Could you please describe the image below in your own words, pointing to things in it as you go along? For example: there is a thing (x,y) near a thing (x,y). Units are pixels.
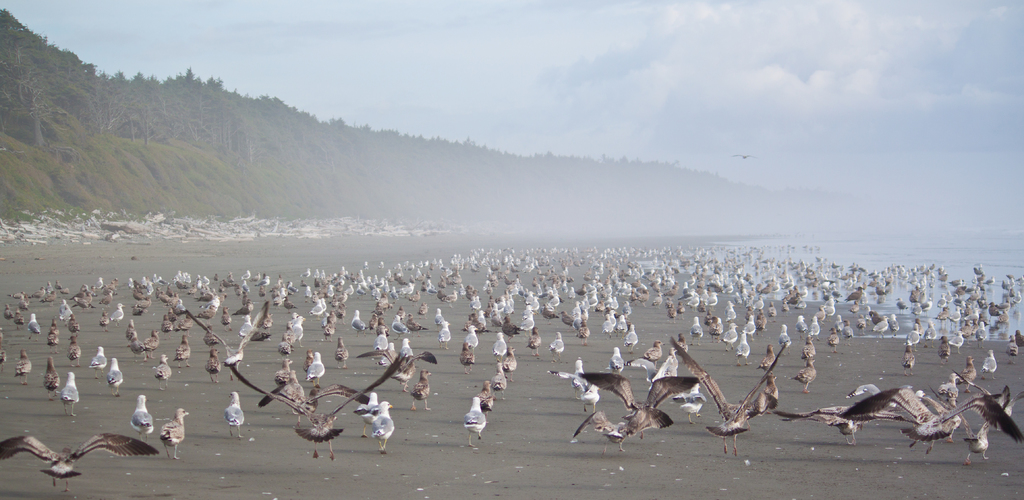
In the center of the image (574,323) there are birds (434,358) on the sea shore (501,455). In the background of the image (807,180) there are trees (47,107), sky (799,163). To the right side of the image (923,241) there is water (952,241).
